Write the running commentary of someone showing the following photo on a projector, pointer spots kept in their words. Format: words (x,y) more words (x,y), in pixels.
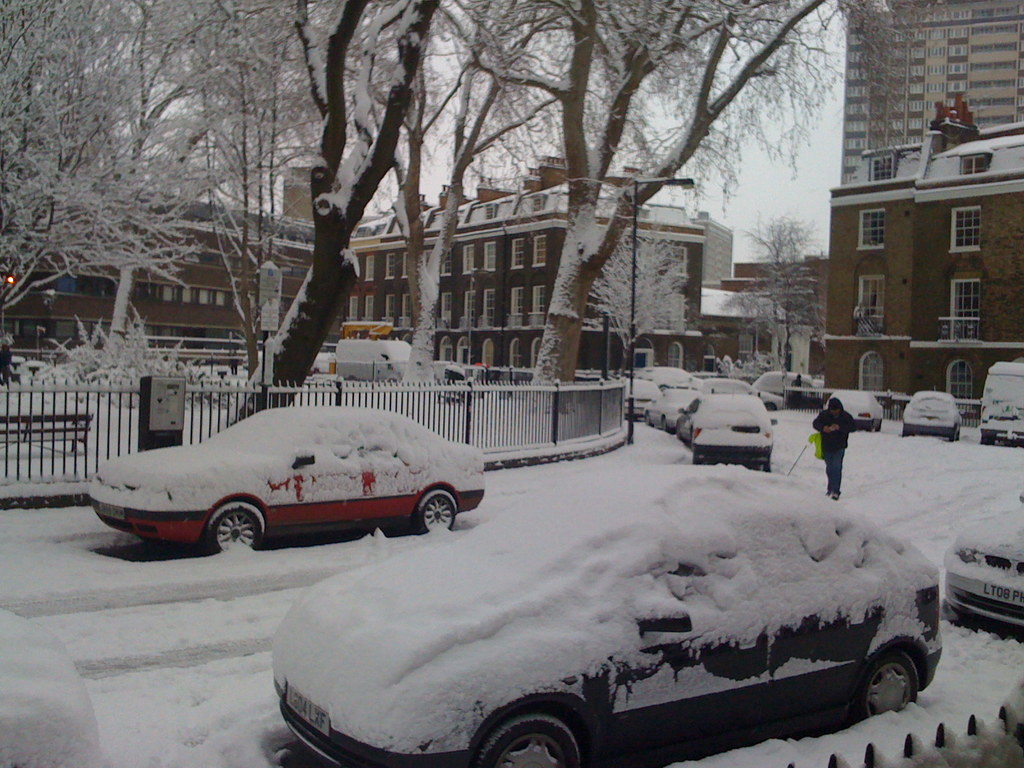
In this picture I can observe some cars (615,544) parked on the road (859,481). There is some snow (369,568) on the cars (448,510) and on the land (135,639). I can observe a railing (550,405) on the left side (131,422). In the background (456,258) there are trees (416,261), buildings (189,262) and sky (748,168).
